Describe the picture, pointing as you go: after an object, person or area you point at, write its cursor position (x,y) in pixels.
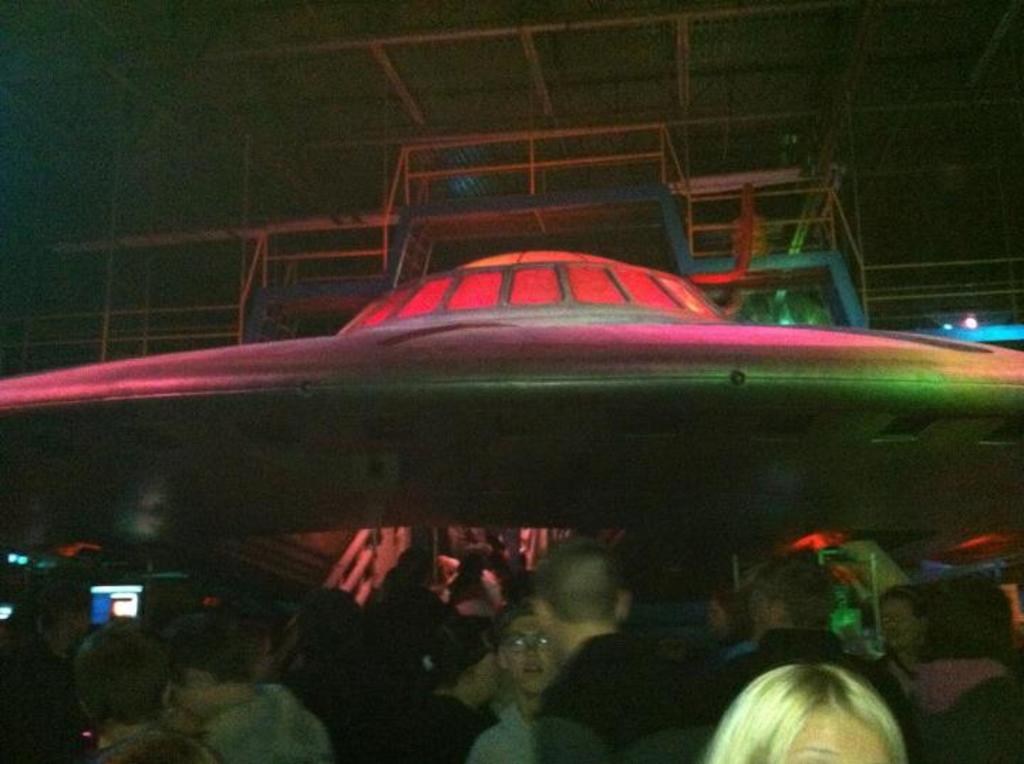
In this image I can see number of people (995,709) are standing over here. I can also see lights (130,595) in the background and here I can see a depiction of UFO (679,344).
